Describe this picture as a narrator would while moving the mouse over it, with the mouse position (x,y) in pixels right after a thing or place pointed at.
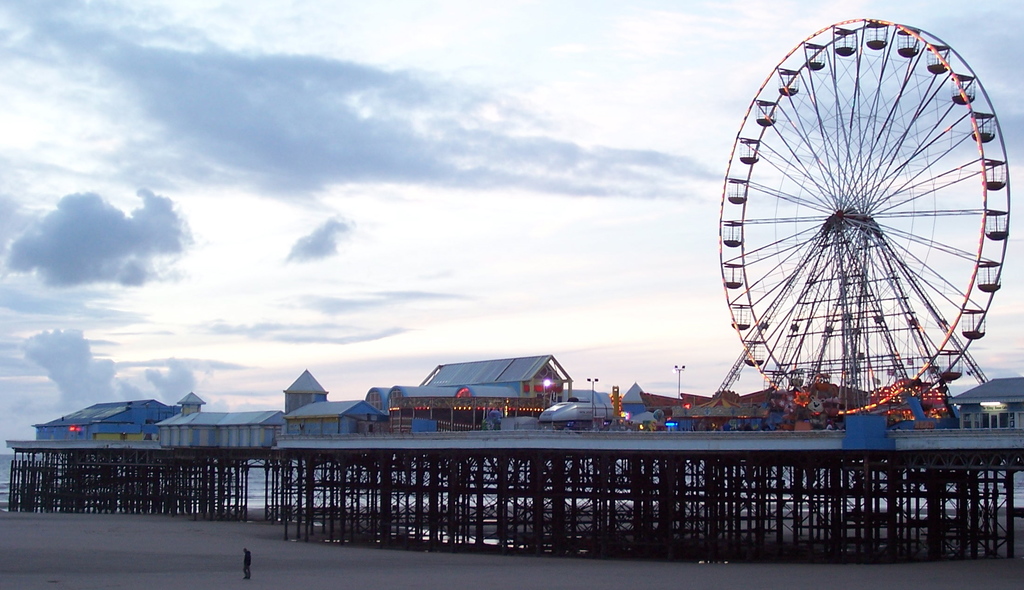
In this image, I can see a Ferris wheel (848,311), buildings (311,393), lights (675,369), light poles (678,381) and iron pillars (748,515). At the bottom of the image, I can see a person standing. In the background (170,322), there is water (8,475) and the sky (332,202).
